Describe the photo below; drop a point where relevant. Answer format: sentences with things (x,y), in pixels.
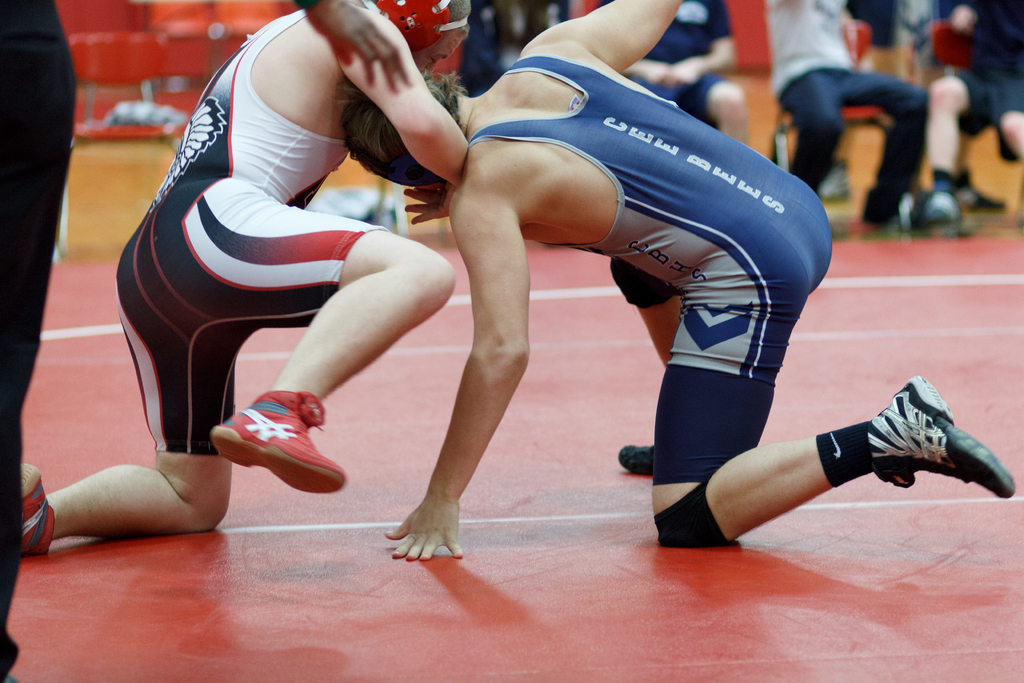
In this image I can see two persons (552,224). The person (726,188) at right (782,236) is wearing blue color dress (745,253) and the person (313,160) at left (190,167) is wearing black and white color dress (206,201). In the background (1005,24) I can see few people (821,104) sitting.
